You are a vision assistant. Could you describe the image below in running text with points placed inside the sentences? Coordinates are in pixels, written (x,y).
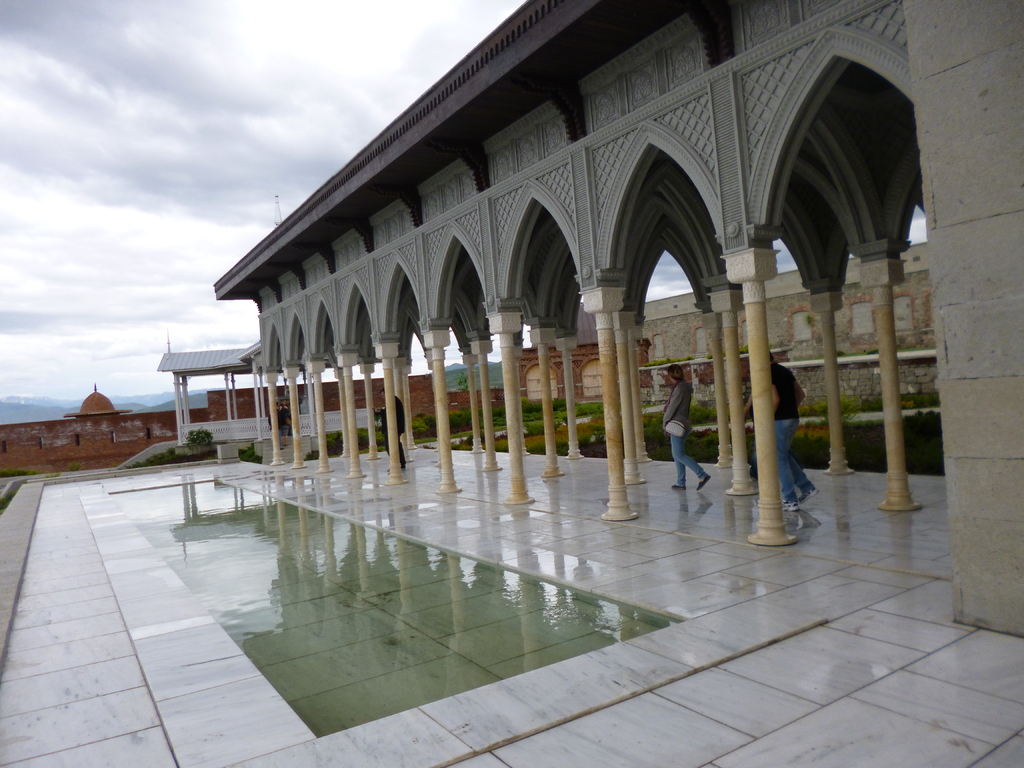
In this image, we can see pillars (452,460), shed (255,380), walls (910,358), plants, railings (232,425), people (285,419) and water (340,623). Here we can see carvings (552,190). Background (23,352) we can see hills (460,368) and cloudy sky (169,183).
